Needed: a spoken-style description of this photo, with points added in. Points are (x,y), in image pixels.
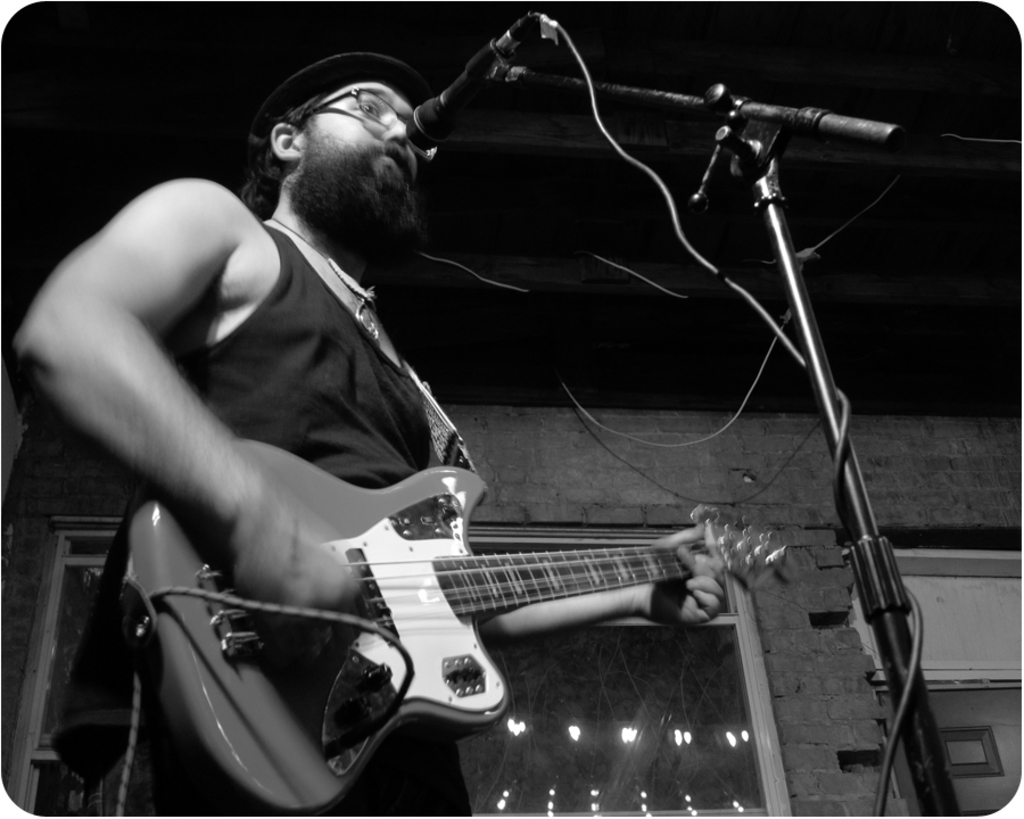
In the image, there is a man (319,602) standing he is holding a guitar (475,585), there is a mic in front of him he is also singing the song, he is wearing a black color hat (405,88), in the background (790,495) there is a brick wall (714,492) and a window (707,720).
